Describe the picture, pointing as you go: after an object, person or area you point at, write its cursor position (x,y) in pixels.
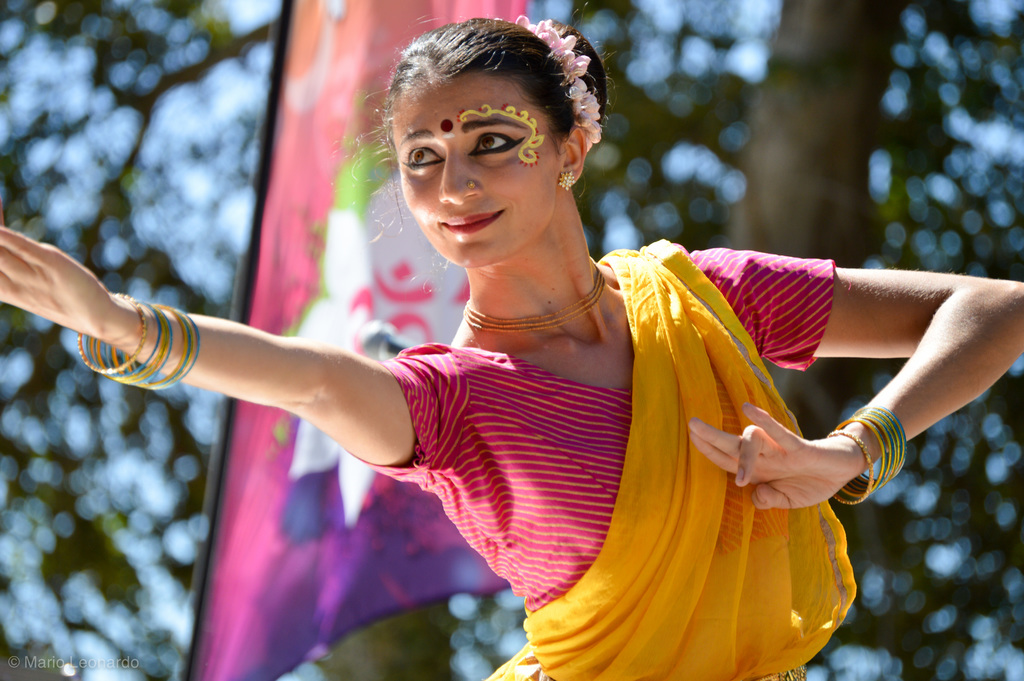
In the center of the image (540,283) there is a lady (560,675). The background of the image (132,20) is blur. There is a flag (253,623).
